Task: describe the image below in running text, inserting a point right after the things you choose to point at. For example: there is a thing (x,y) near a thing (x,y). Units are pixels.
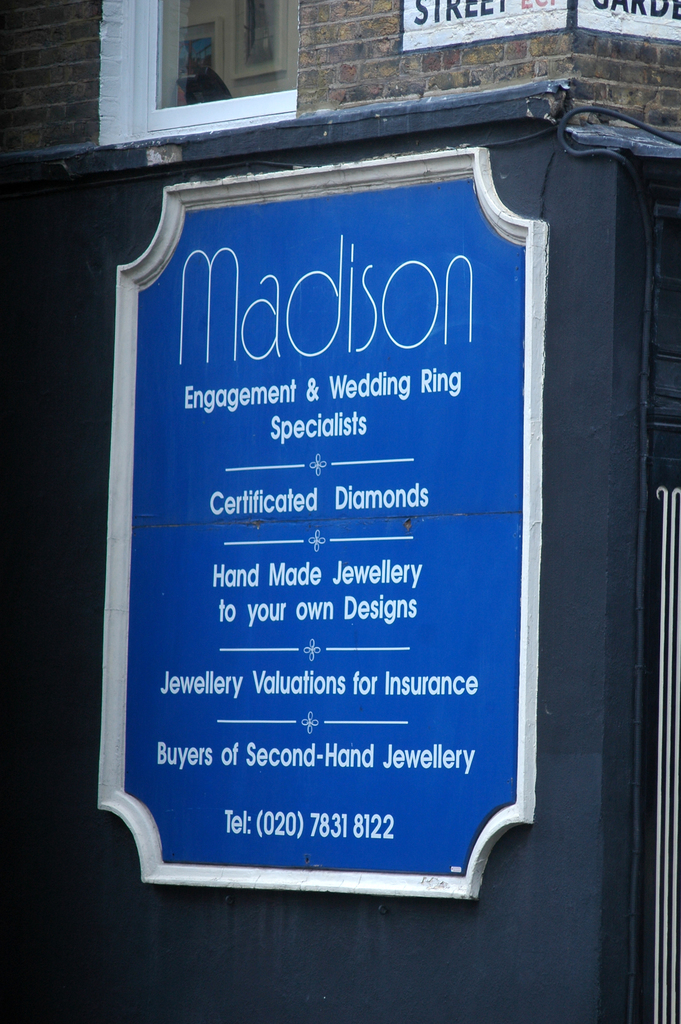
In this image there is a nameplate (333,580) with some text (311,576) on the wall (395,0) of a building (438,87).
